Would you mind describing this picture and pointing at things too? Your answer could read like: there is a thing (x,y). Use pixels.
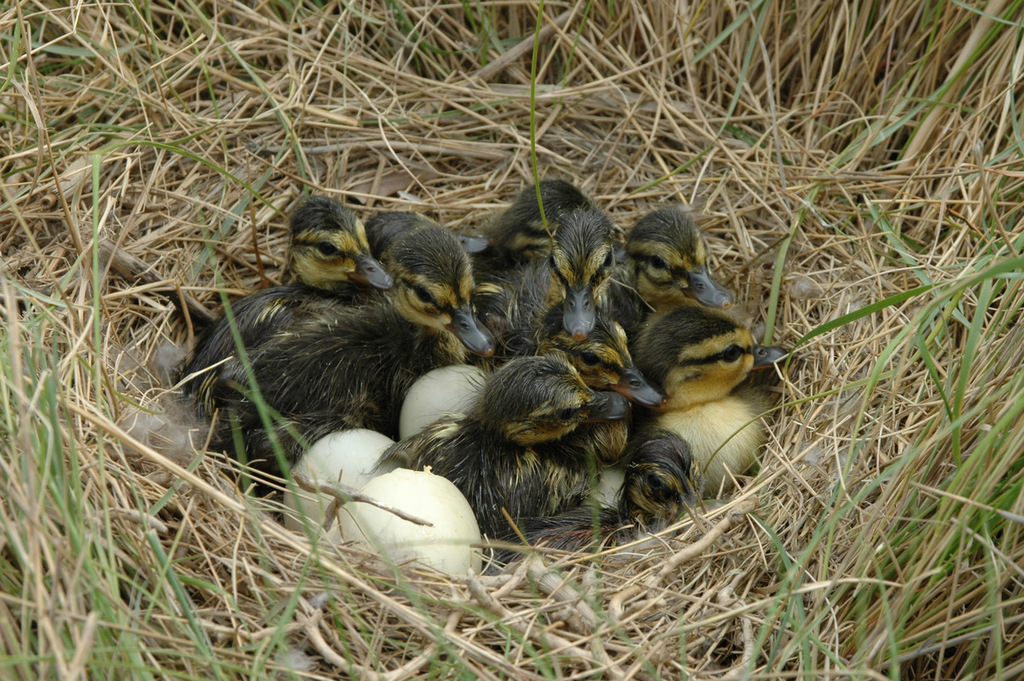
In the picture I can see a nest (284,285). I can also see birds (254,316), eggs (392,537) and the grass (965,214).
